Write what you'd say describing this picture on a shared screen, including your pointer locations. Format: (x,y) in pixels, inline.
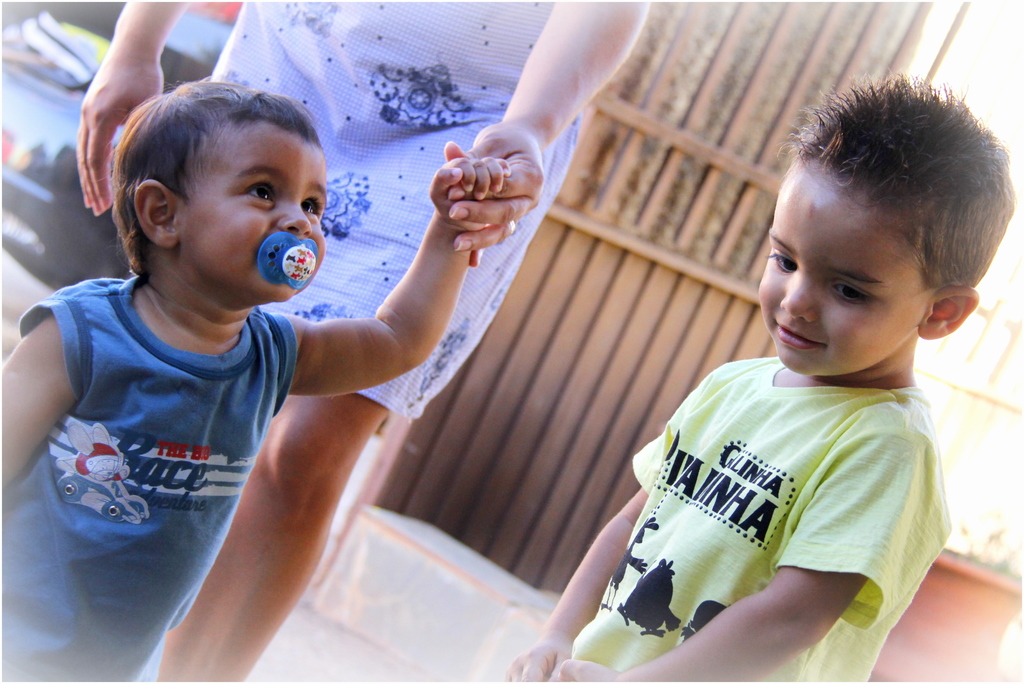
In this image we can see this child (781,575) wearing a yellow T-shirt (741,516) and this child (105,545) wearing a blue T-shirt (185,474) is holding a woman's hand (462,154) who is standing behind him. In the background (721,126), we can see a car (61,161), wooden wall (519,299) and a flower pot (961,625).
